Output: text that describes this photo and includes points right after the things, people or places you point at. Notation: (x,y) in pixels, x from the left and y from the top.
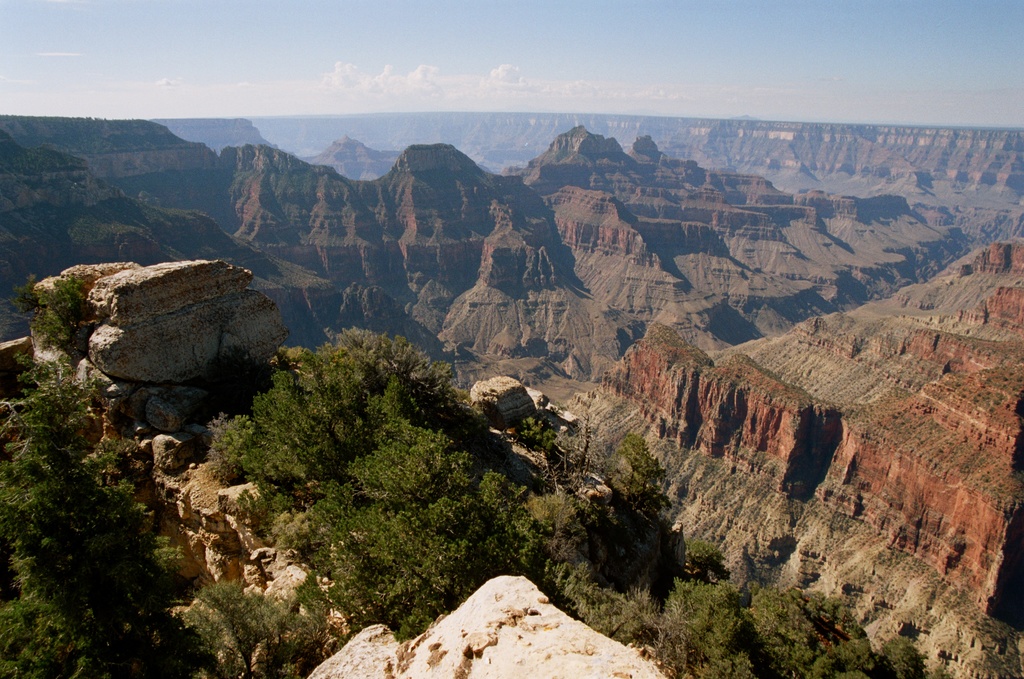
In this image we can see few mountains (390,207), few rocks (179,443), few trees (361,480) and few clouds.
